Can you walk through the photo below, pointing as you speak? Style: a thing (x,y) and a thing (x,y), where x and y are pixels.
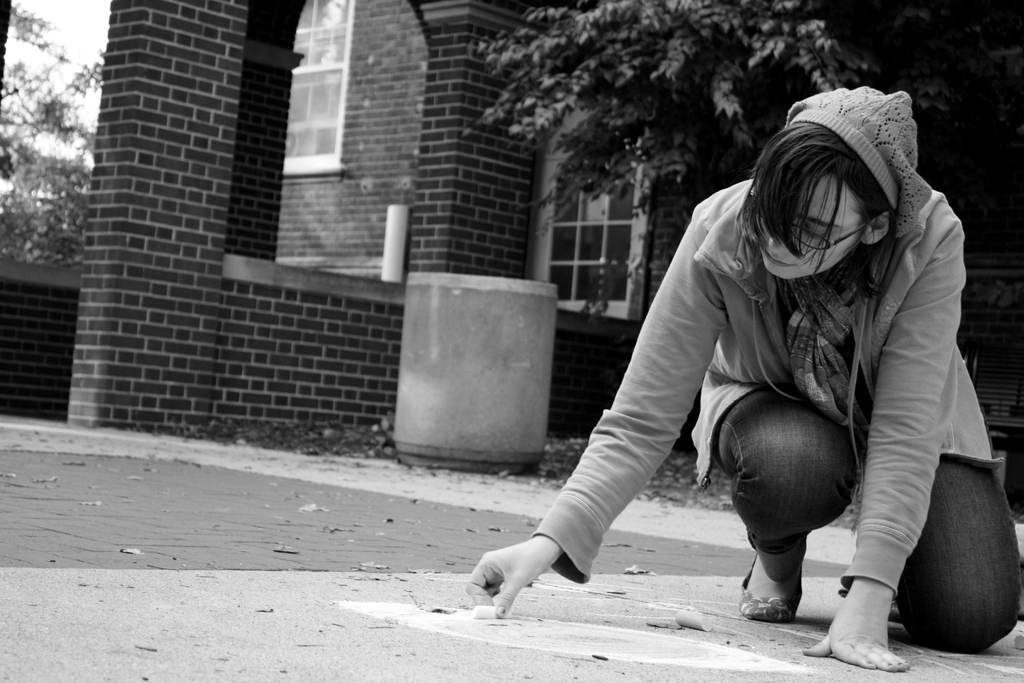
This picture is clicked outside. On the right (805,219) there is a person (800,273) wearing jacket (696,313), holding some object (480,614) and squatting on the ground (597,626). In the background (330,195) we can see the house (371,86), windows (343,66) of the house (302,106), trees (44,121) and some other objects (493,381).
